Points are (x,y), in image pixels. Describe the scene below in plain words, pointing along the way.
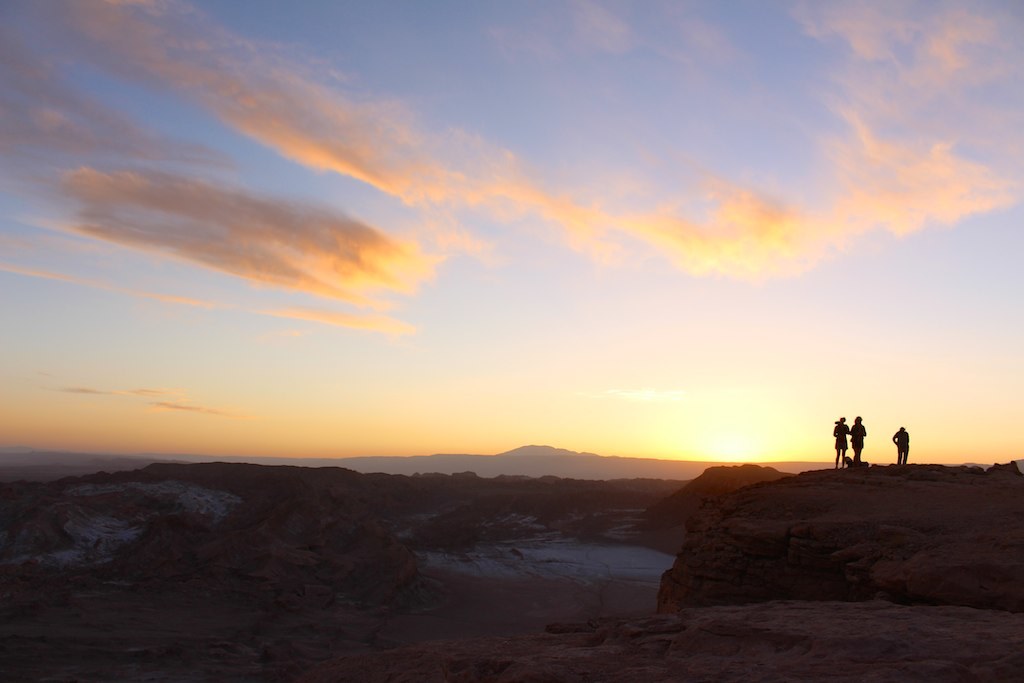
In this image we can see there are three persons (904,441) standing on the rocks (847,480). In the background (640,389) there is a sky (569,396).
